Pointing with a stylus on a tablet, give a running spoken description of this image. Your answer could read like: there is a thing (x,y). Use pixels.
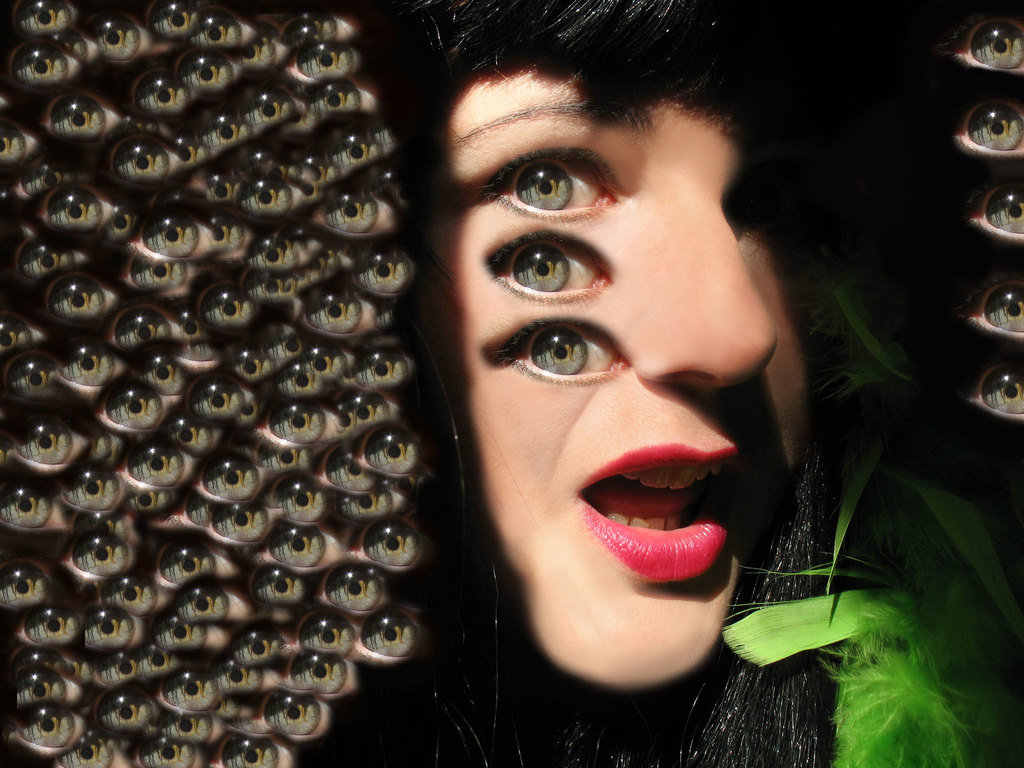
It is an edited image. In this image we can see eyes (383,474) and a lady (572,537).
